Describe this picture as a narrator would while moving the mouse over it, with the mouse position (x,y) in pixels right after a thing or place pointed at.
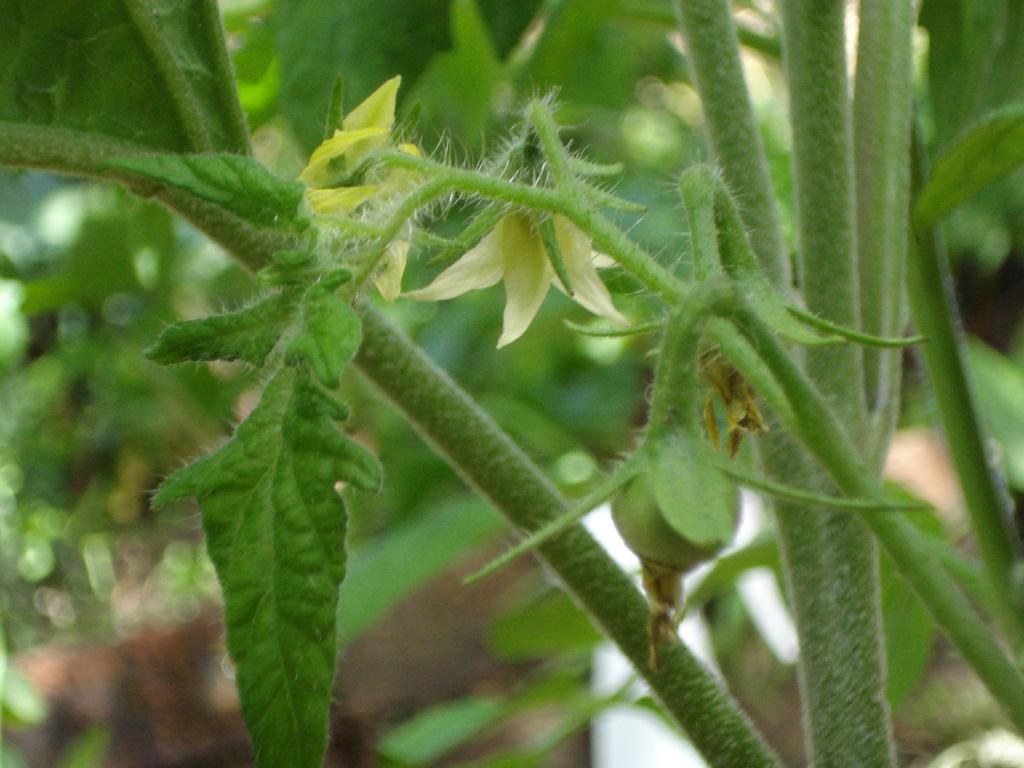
In the foreground of this image (728,421), there are two flowers (499,251) and it seems like there is a vegetable (659,491) to a plant (861,622) and the background (765,654) image is blur.
